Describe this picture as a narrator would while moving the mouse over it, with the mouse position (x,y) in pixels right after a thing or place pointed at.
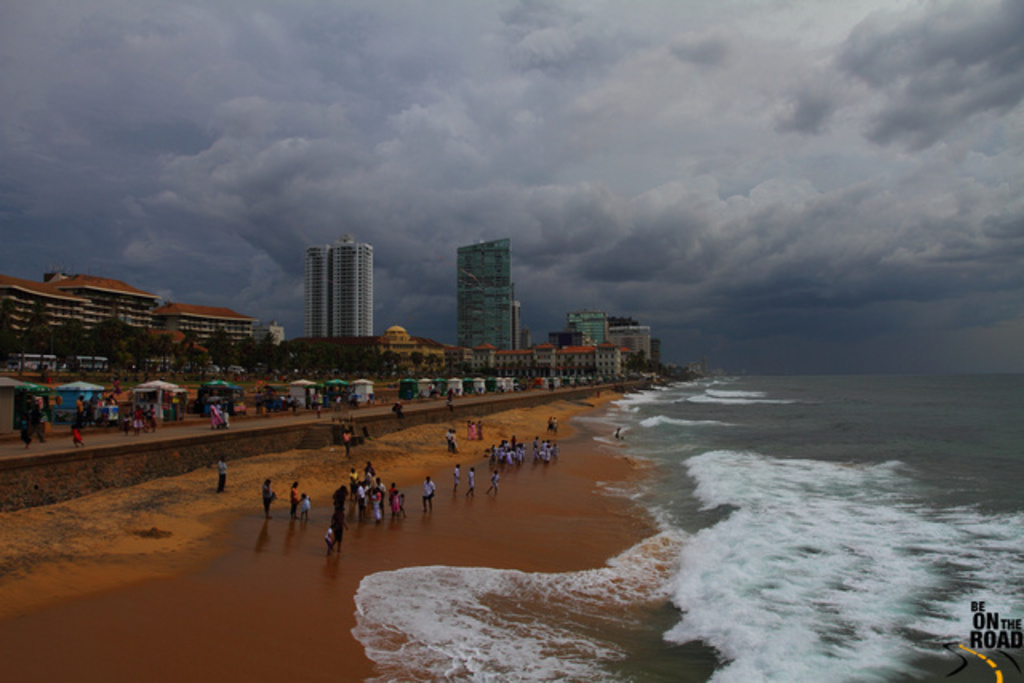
In the image there is a ocean (748,452) on the right side (773,450) with few people (471,469) standing on the land (348,511) and followed by few tents (179,404) in front of the road (114,444) and in the background (97,326) there are buildings (310,334) with trees (332,344) in front it and above its sky (820,147) with clouds (725,138).
